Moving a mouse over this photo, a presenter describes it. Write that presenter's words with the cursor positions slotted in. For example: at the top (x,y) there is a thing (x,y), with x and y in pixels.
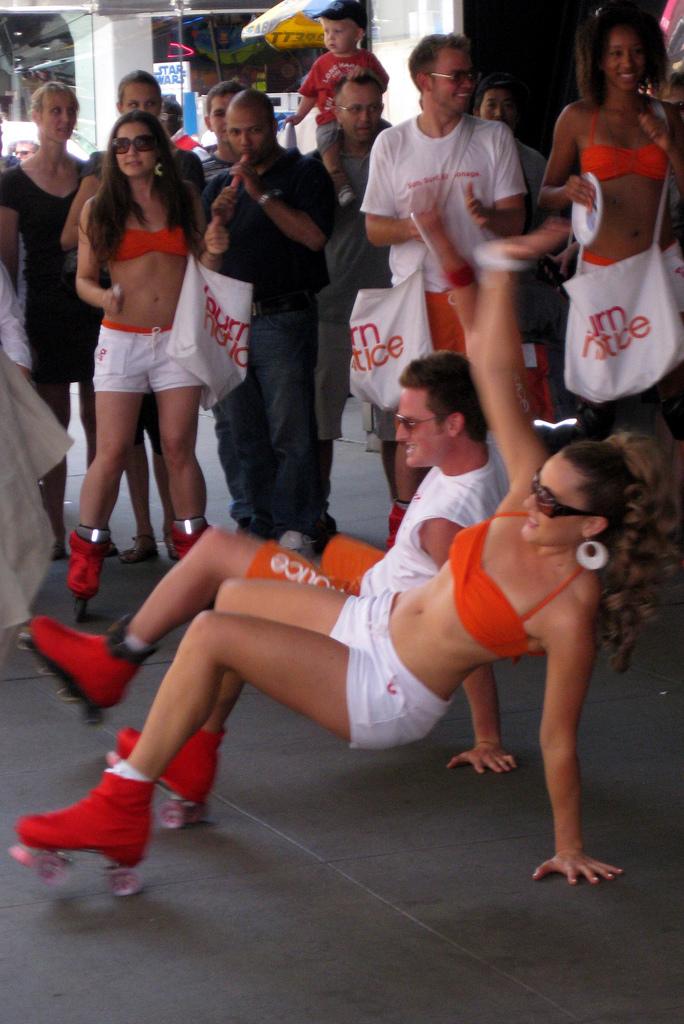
This picture shows few people (254,375) standing and couple of them skates (108,823) and they wore sunglasses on their faces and we see few of them wore bags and we see a building (255,47) and we see a boy (383,76) seated on the man shoulders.
